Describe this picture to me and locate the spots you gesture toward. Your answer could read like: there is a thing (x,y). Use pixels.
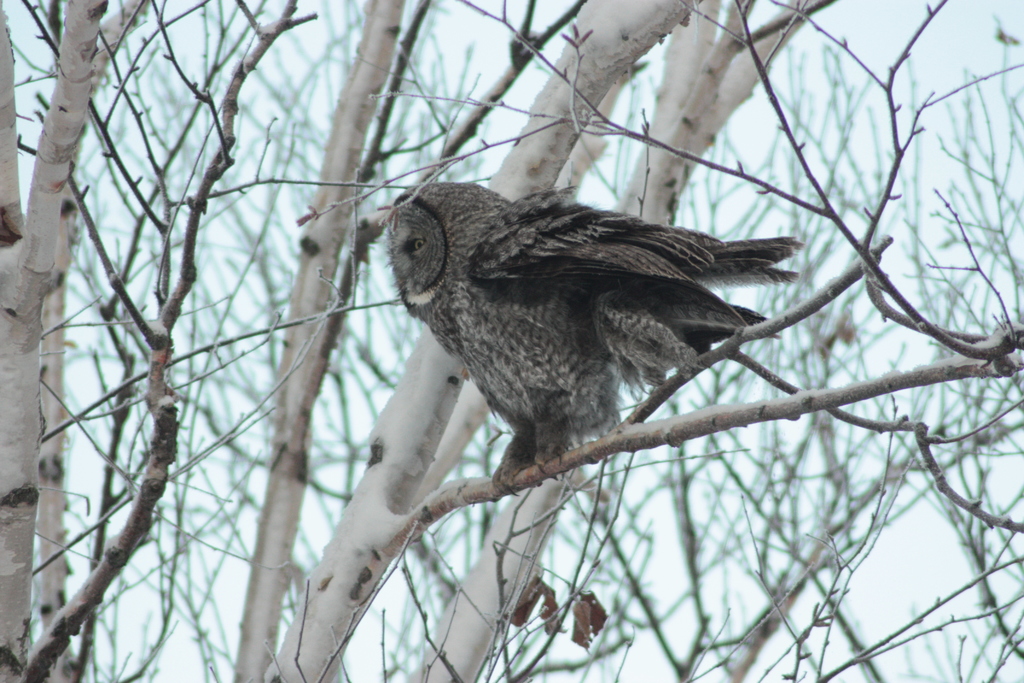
In this picture we can see trees (163,370), there is an owl (579,327) in the front (596,307), we can see the sky (865,39) in the background (874,40).
